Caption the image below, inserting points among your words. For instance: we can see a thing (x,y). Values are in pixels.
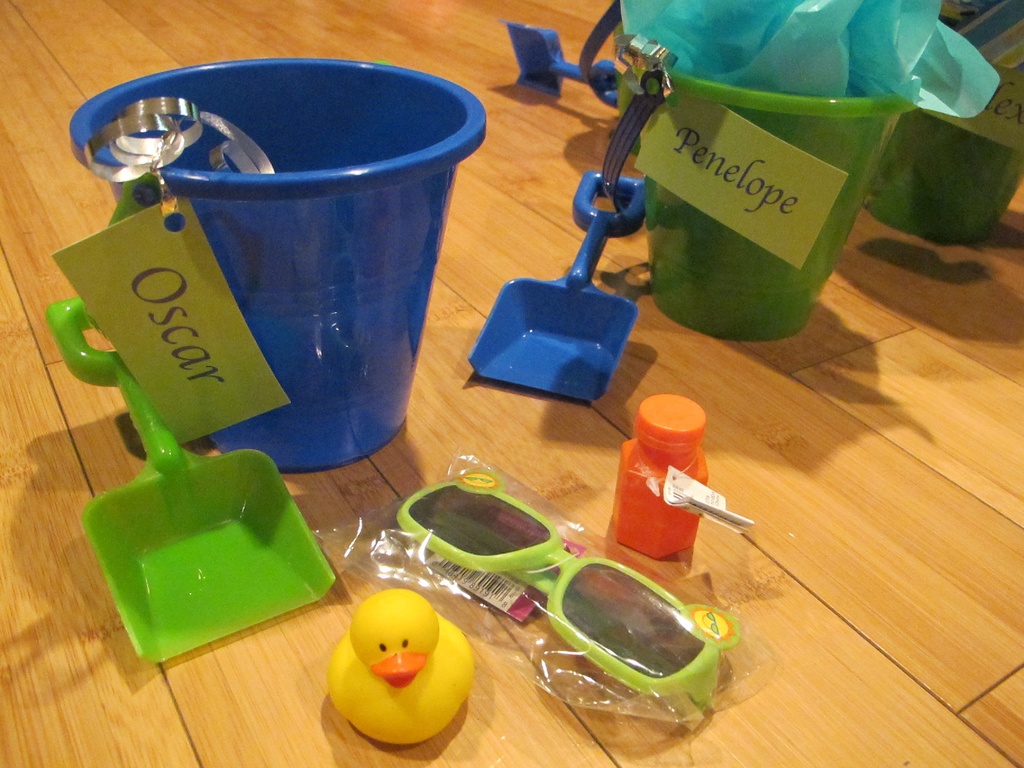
In this image I can see a blue colour bucket (374,129) and two green colour buckets (847,156). I can also see a three boards (131,225), a plastic (632,32) in one bucket (706,82), a yellow colour toy duck (425,605), a green and black colour shades (650,666) in the plastic cover (587,618), an orange colour bottle (679,404) and three plastic shovels (530,58). I can also see something is written on these boards (1007,117).
